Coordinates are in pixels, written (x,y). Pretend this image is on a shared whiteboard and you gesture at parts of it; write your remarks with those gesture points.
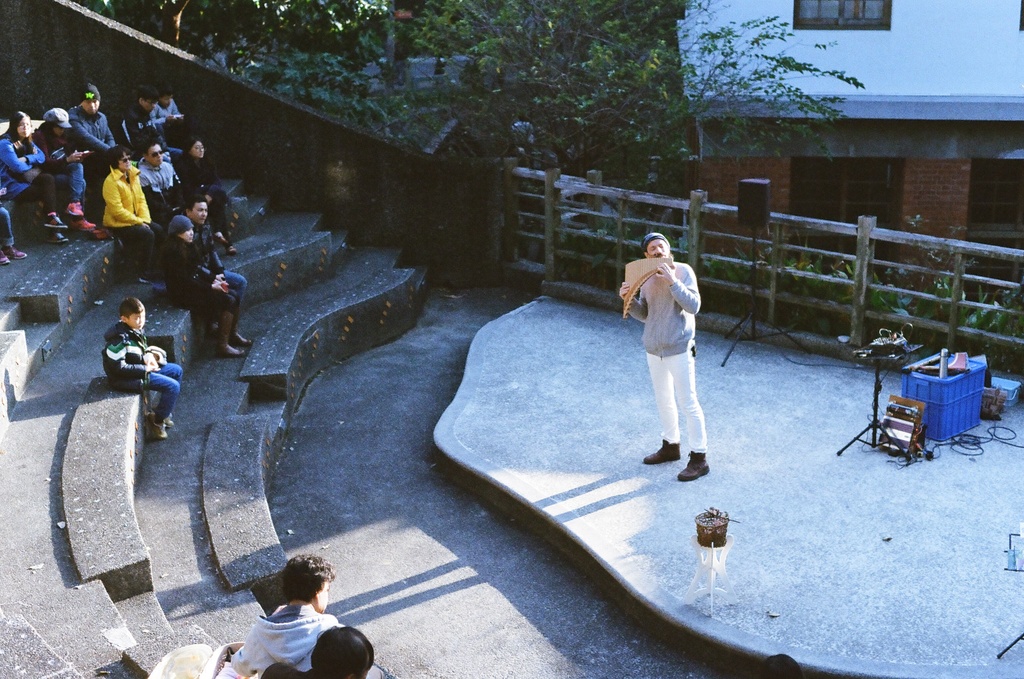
In this picture I can observe some people (134,176) sitting on the steps (141,290) on the left side (142,364). On the right side (695,445) I can observe a person (657,456) standing on the floor (594,429). I can observe a speaker (741,220) behind him. There is a railing (768,242) on the right side (866,273). In the background (773,127) there are trees (768,74) and a house (838,51).
